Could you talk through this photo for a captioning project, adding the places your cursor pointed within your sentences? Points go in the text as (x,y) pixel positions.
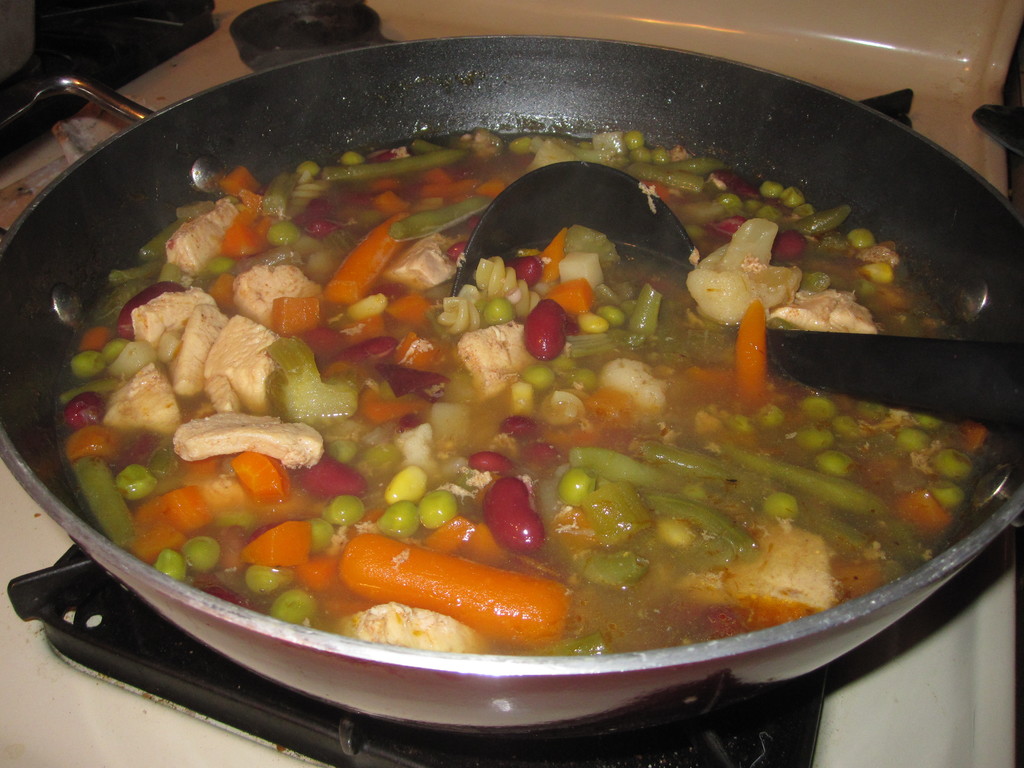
In this picture, we see the pan (819,659) containing vegetables (608,487), water (505,399) and spoon (540,245) are placed on the gas stove (133,727).
